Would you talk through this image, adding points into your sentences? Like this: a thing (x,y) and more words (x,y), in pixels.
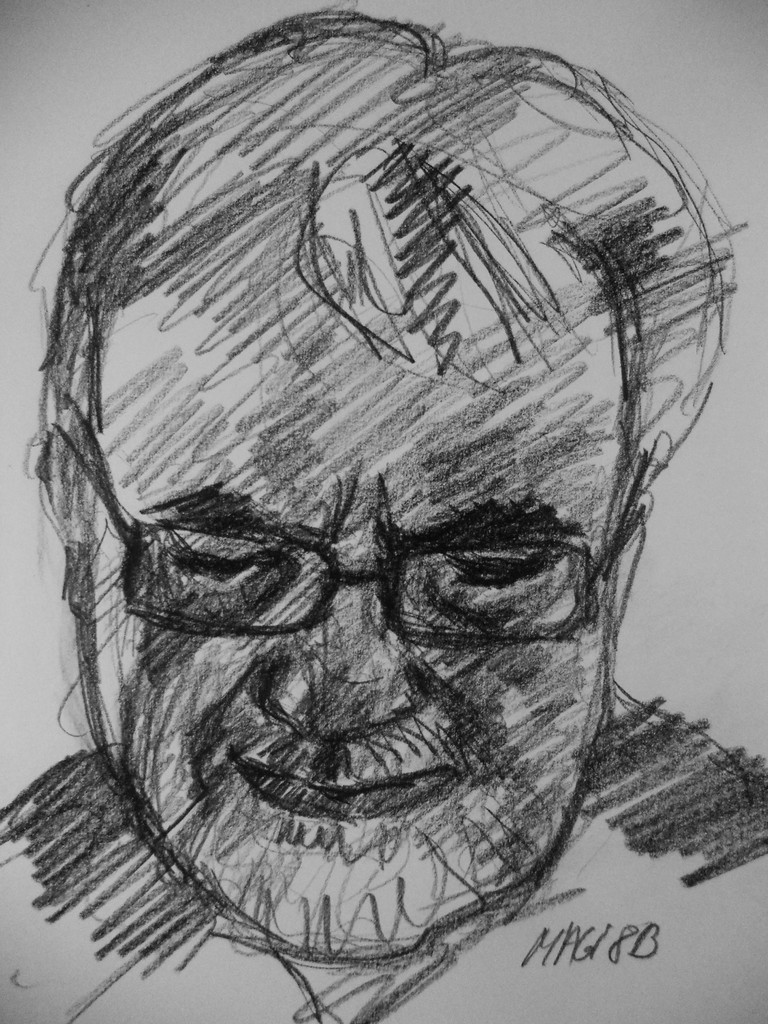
In this image I can see sketch painting (287,403) of a man (358,373). I can see colour of this painting (360,700) is black and white.
